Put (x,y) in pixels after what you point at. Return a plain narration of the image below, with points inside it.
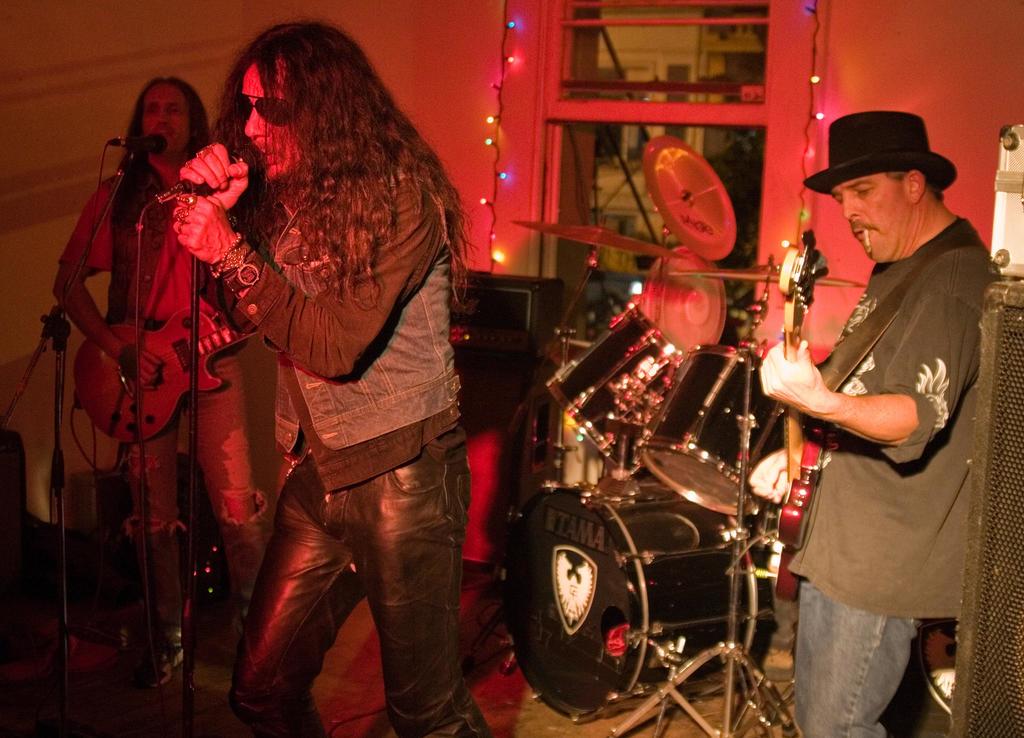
Here in the middle (369,351) we can see a person (246,194) singing in the microphone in front of him and at the right side (845,457) we can see another person (983,251) playing guitar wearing a hat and on the left side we can see a person (180,278) who is playing a guitar (102,367) and singing a song with microphone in front of him and there are drums (666,283) behind them and there are decoration lights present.
